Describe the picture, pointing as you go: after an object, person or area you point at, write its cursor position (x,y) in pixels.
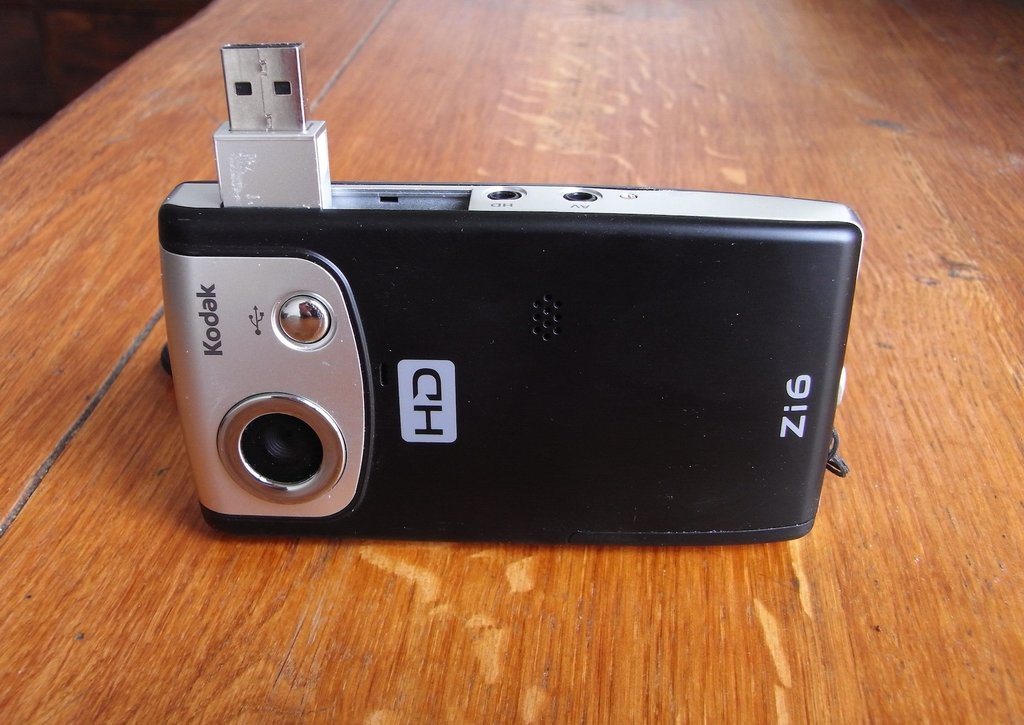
In the image we can see a table (148,125), on the table (106,185) we can see an electronic device (475,188).
